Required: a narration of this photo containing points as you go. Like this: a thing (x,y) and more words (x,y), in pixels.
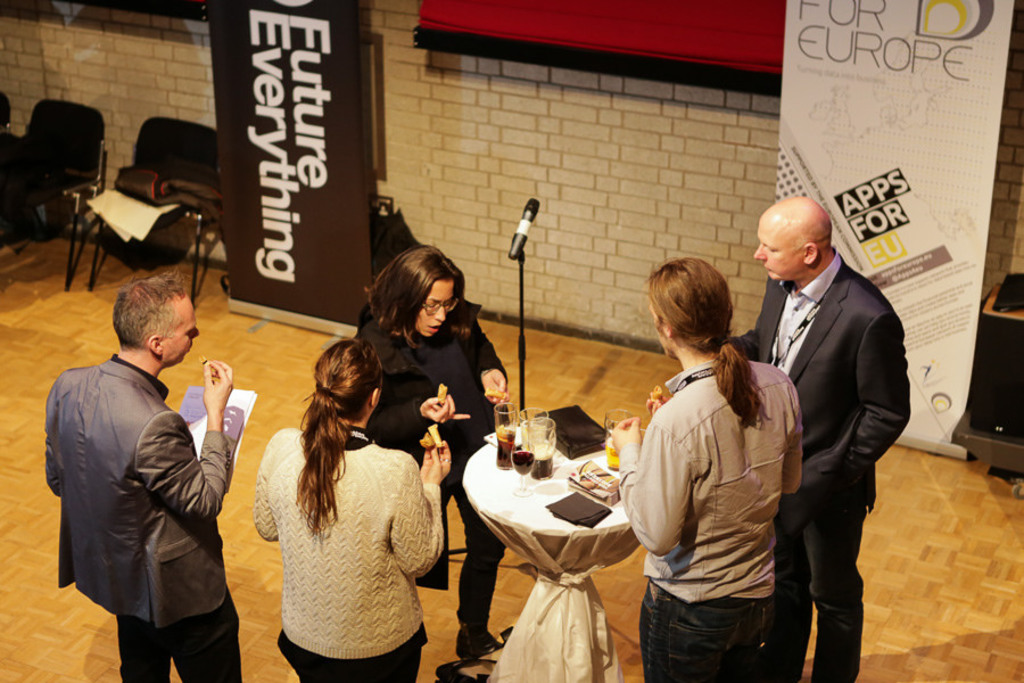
As we can see in the image there are chairs (166,148), banners (330,155), building (646,140), group of people (460,346), mic (519,259) and table (523,472). On table (580,460) there is white color cloth (535,493) and glasses (543,470).
